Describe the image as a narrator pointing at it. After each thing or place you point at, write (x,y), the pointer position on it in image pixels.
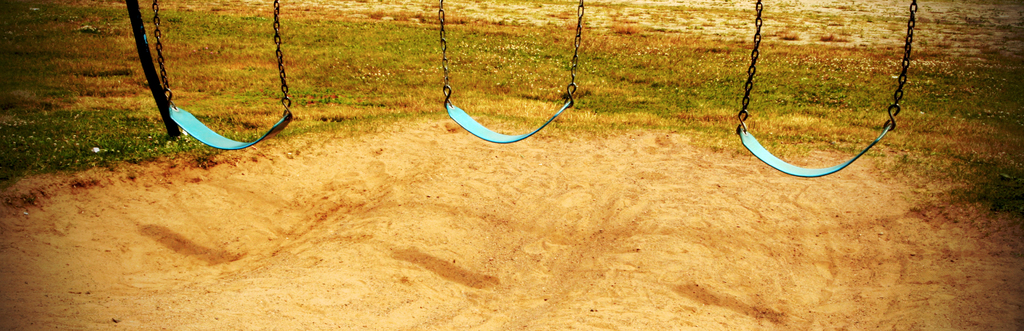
In this image I can see the swings (468,130) with metal chains (283,99). In the background (313,91) I can see the pole (152,61) and the grass (119,71).
